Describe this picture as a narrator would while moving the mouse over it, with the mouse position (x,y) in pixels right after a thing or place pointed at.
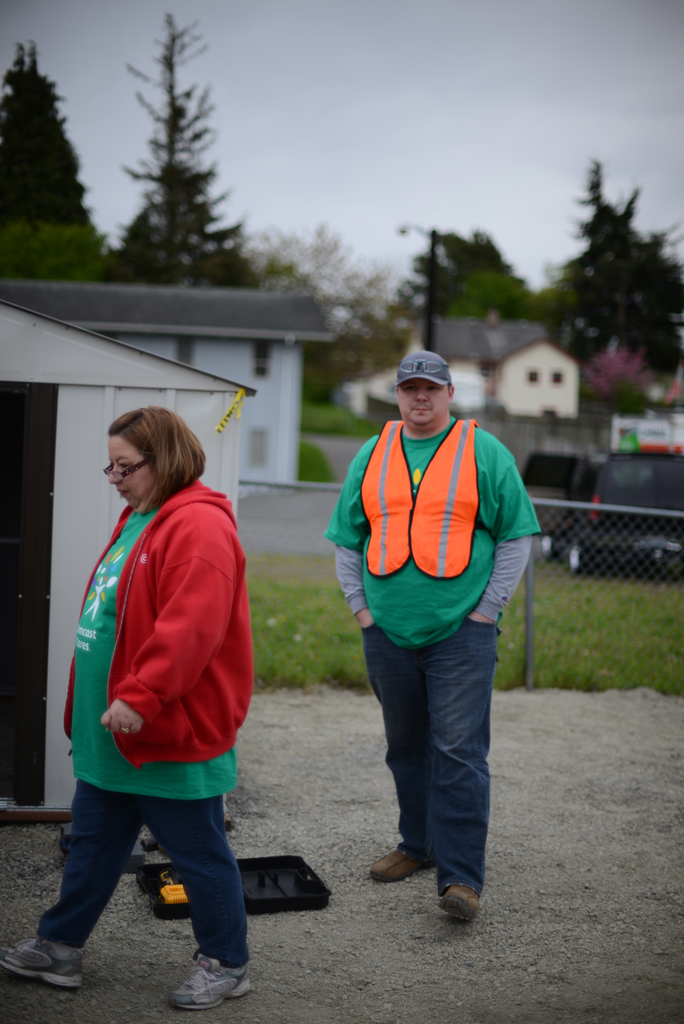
In this picture we can see a woman (75,655) and a man (363,601) walking on the path (132,1000). We can see a black tray (281,877) and a yellow object (173,886) is visible in this tray (298,885). There is some fencing (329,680) at the back (584,545). We can see some grass (576,608) on the ground (538,646). There is a car (602,527), pole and few trees (623,214) are seen in the background (623,214).
